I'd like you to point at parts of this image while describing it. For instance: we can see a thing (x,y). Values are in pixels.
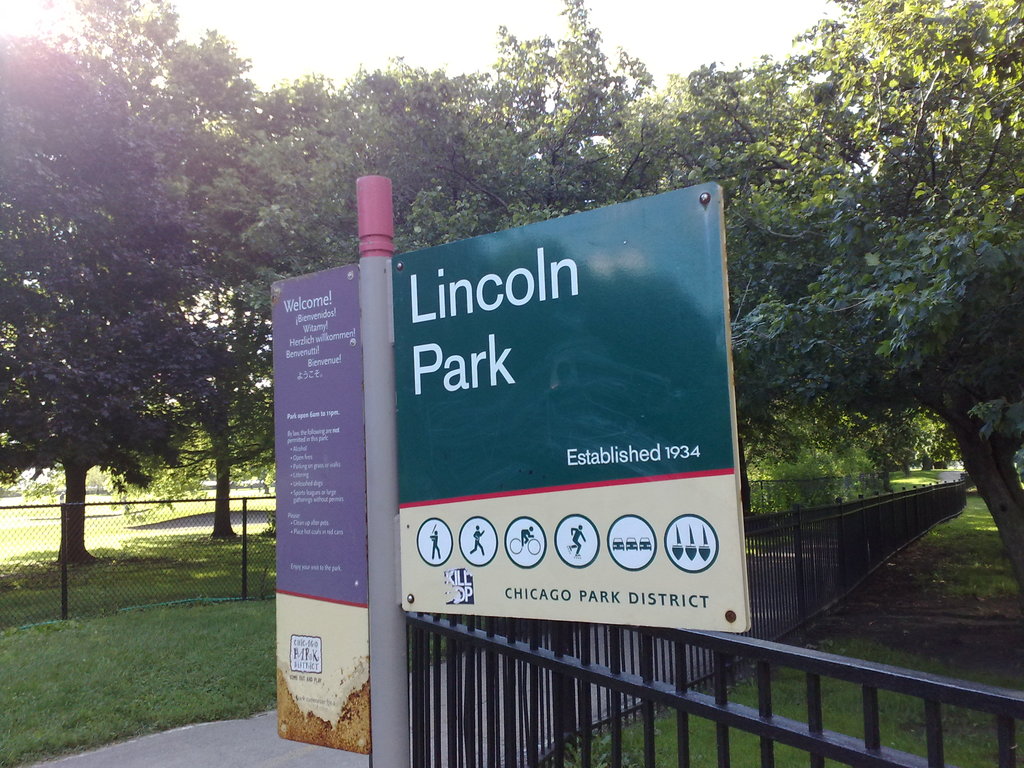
In this picture we can observe two boards (355,470). One of the boards (472,421) is in green and cream colors fixed to the pole (382,258). We can observe black color railing (831,561). There is some grass (153,634) on the ground (248,651). We can observe some trees (448,150). In the background (400,34) there is a sky (473,31).
